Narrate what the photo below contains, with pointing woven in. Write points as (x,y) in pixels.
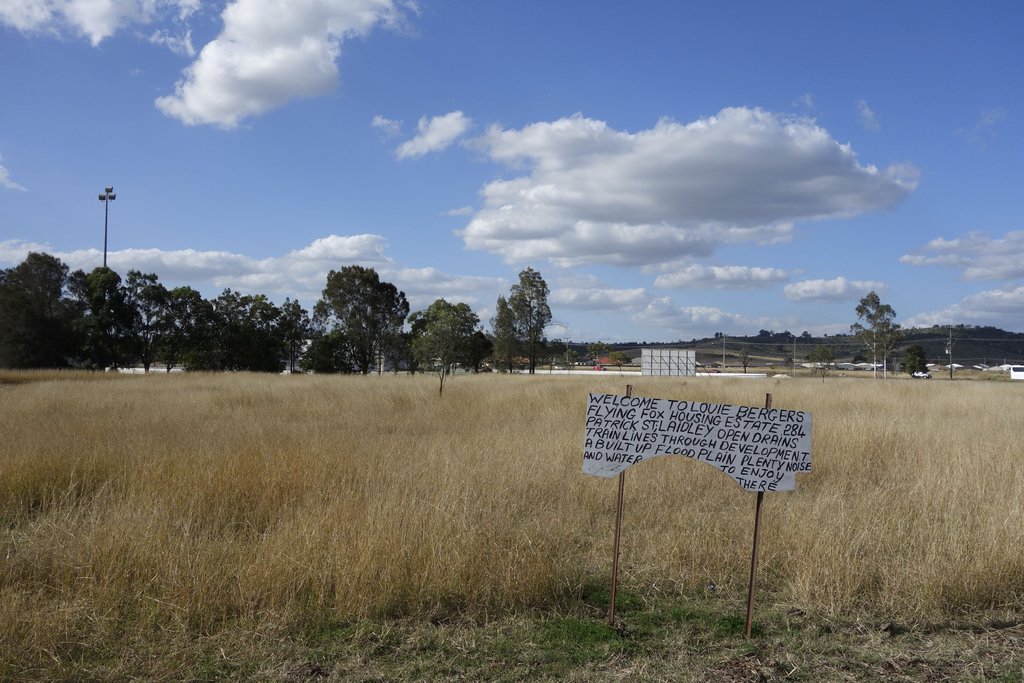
In this image there is dry grass (364,491) on the land (314,493) and there is a board (632,432) in the middle (646,429). In the background (109,326) there are trees (437,317). At the top (307,145) there is sky (314,142). In between the trees (115,278) there are flood lights (109,195).
